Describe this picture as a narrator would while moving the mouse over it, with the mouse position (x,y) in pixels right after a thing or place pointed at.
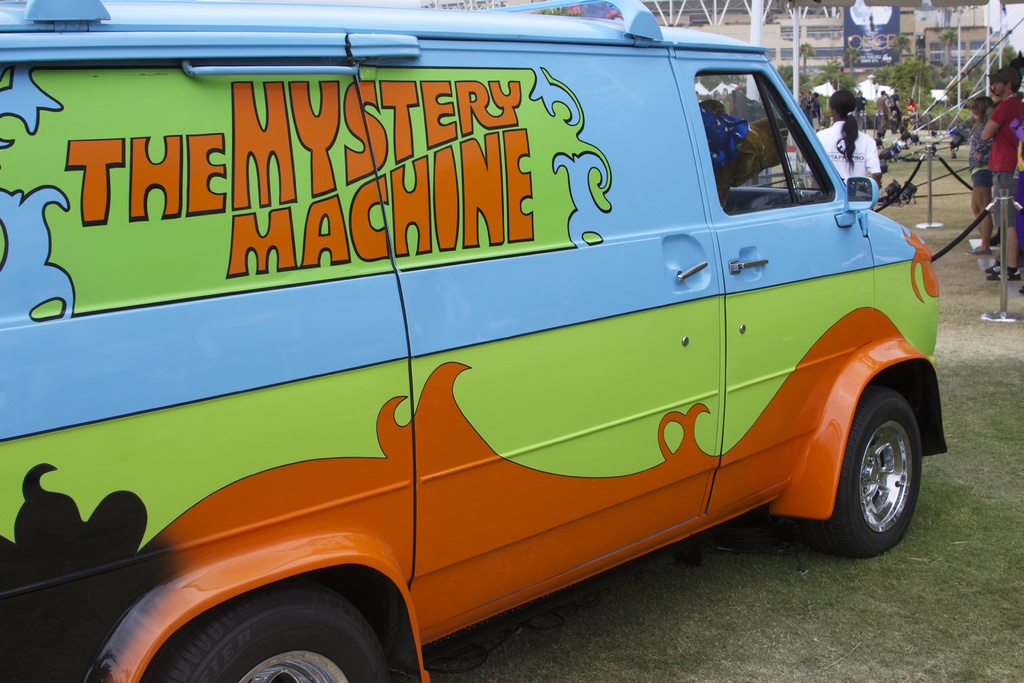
In this image we can see there is a vehicle (505,483) parked on the surface of the ground (895,601). On the top right side (832,156) there are some people (984,147) standing.
